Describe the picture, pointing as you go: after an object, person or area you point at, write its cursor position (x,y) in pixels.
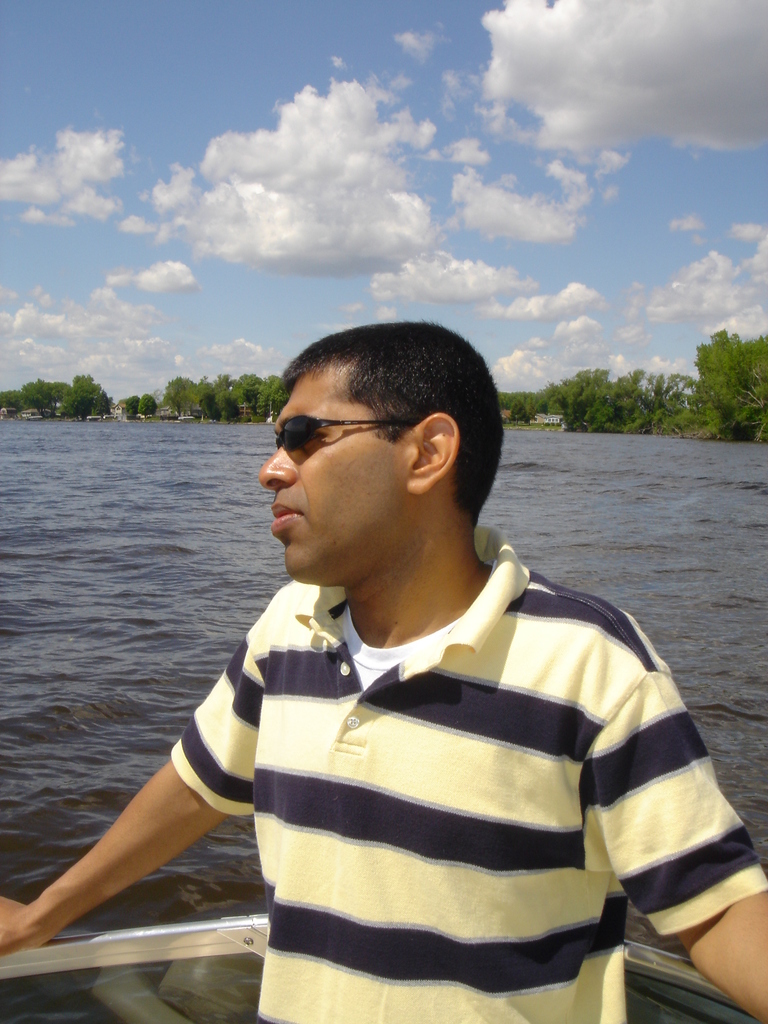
In this image we can see a person (374,750) is standing. There are many trees (201,396) in the image. There is a blue and cloudy sky (418,169) in the image. There is a sea (119,500) in the image.
